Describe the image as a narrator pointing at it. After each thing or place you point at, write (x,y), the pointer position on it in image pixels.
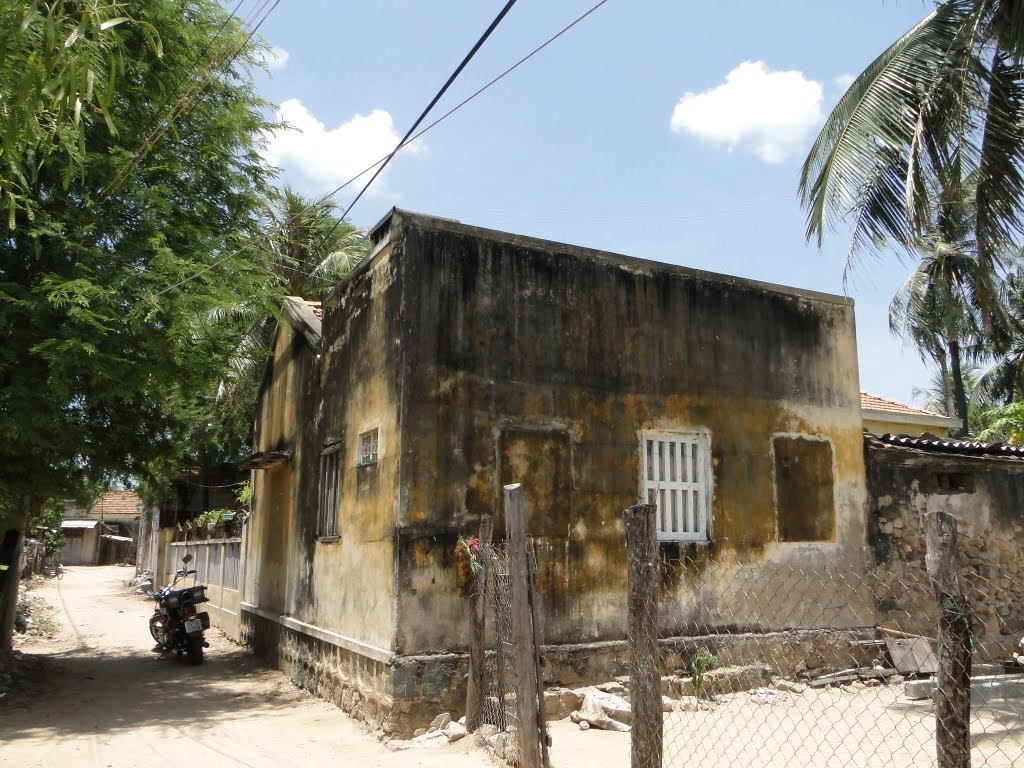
In this image we can see some houses (493,451) with roof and windows (537,526). We can also see some wooden poles (641,680), a metal fence (659,732), some plants (707,655), a motor bike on the pathway (340,722), some trees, wires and the sky (518,157) which looks cloudy.
